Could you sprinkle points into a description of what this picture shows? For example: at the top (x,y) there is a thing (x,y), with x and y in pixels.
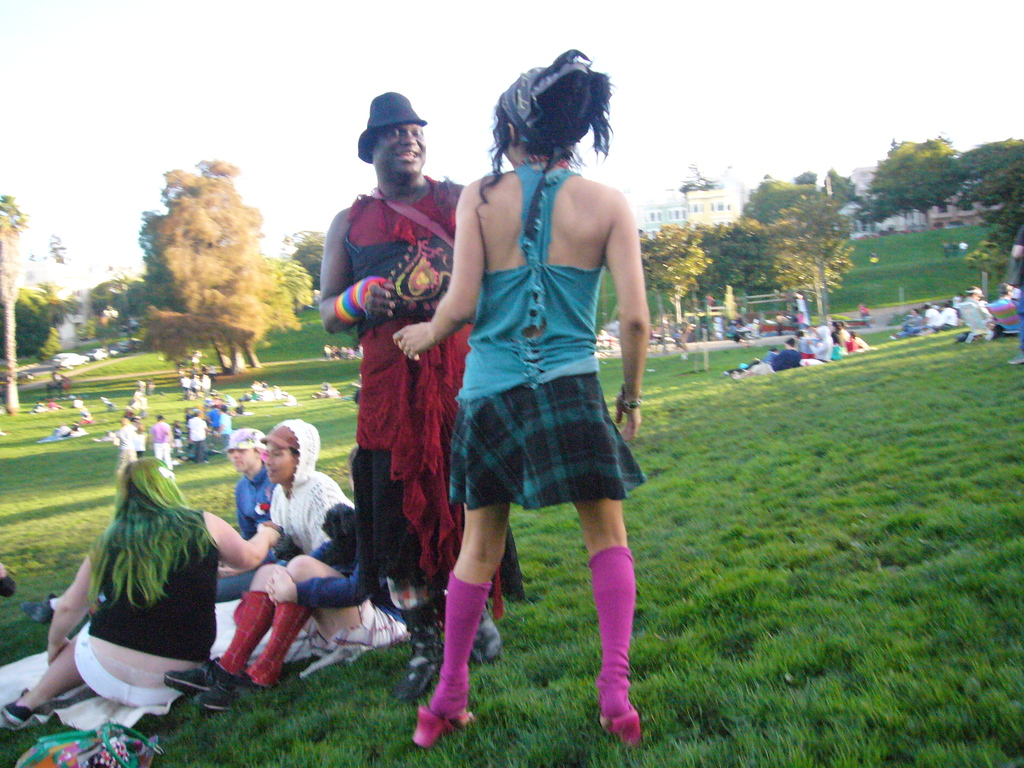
In this image there are two persons (478,346) standing in middle of this image (491,403) and there are some persons (156,619) are sitting at left side of this image (223,511) and right side of this image (790,340) as well, and there are some trees (741,288) in the background (785,268). There are some buildings (667,207) at top right side of this image (716,196) and there is a grass (713,483) at bottom of this image (504,667) and there is a sky (266,83) at top of this image (360,43).
